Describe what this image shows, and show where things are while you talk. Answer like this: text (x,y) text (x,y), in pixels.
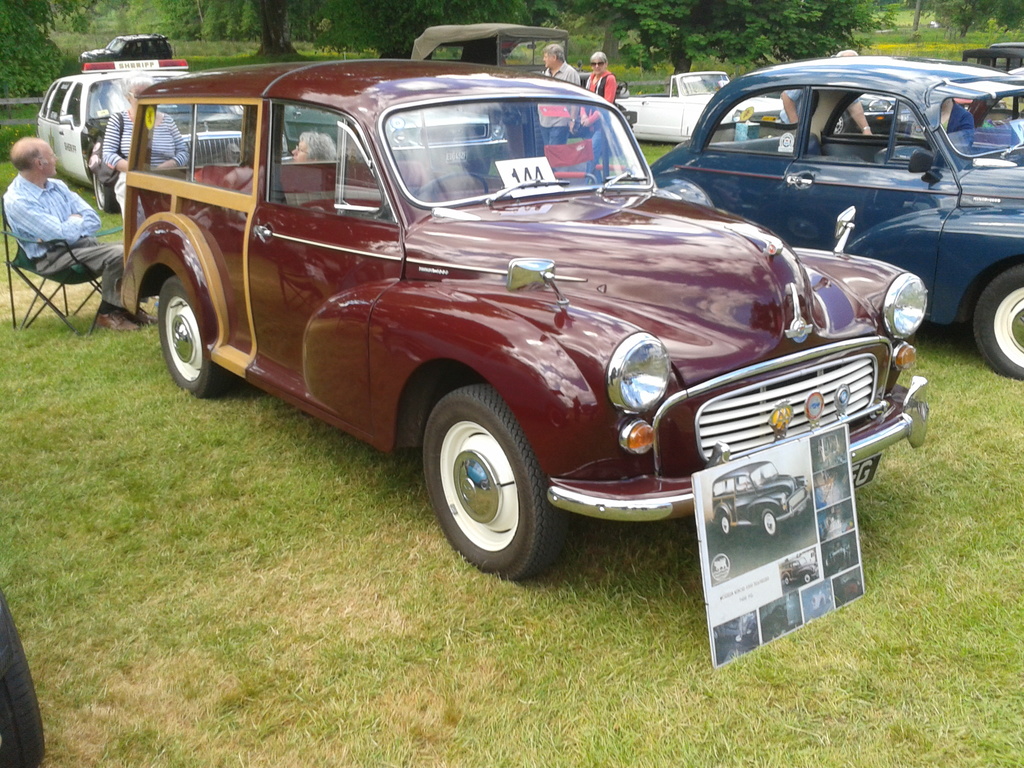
In this image, we can see vehicles (676,340) and some people (596,75) on the ground (512,644) and we can see a board (771,463). On the left (61,235), there is a person (58,216) sitting on the chair (63,285) and in the background (376,34), there are trees (772,44).
